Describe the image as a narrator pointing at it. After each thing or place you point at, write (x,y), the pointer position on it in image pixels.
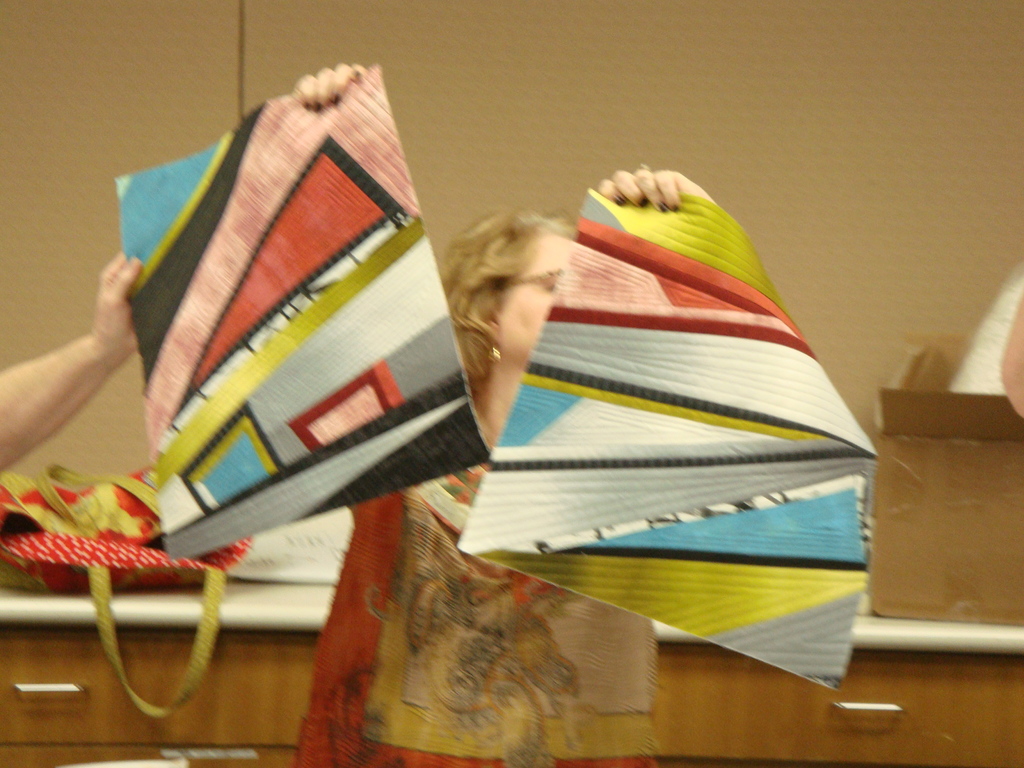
In this picture, we see the woman (435,492) is holding two quilts (286,280) in her hands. Behind her, we see a table (182,624) on which red color bag (6,472) is placed. We even see the carton box (929,577) is placed on the table (943,645). In the background (624,158), it is brown in color. On the left side (134,266), we see the hand (63,423) of the person (7,428) holding the quilt (312,337).
